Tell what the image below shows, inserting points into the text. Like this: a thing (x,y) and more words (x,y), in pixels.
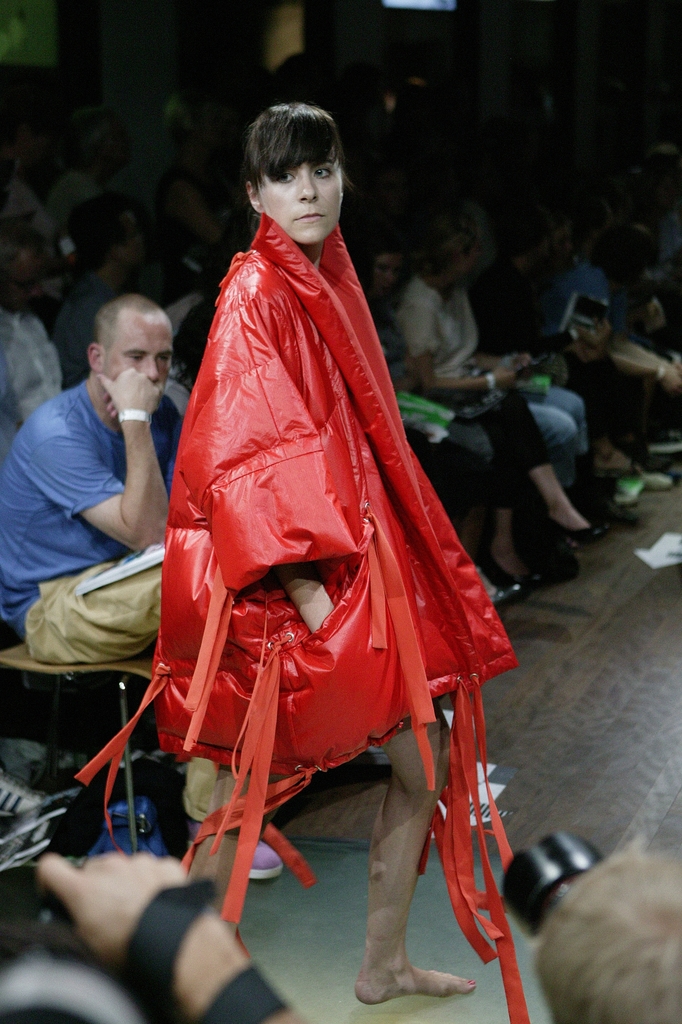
Here in this picture, in the middle (289,402) we can see a woman (324,485) standing on the ramp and she is wearing a red colored jacket (330,482) on her and beside her we can see number of people (95,545) sitting and watching her and in the front (154,938) we can see people (95,906) clicking photographs with cameras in their hand (199,954).
